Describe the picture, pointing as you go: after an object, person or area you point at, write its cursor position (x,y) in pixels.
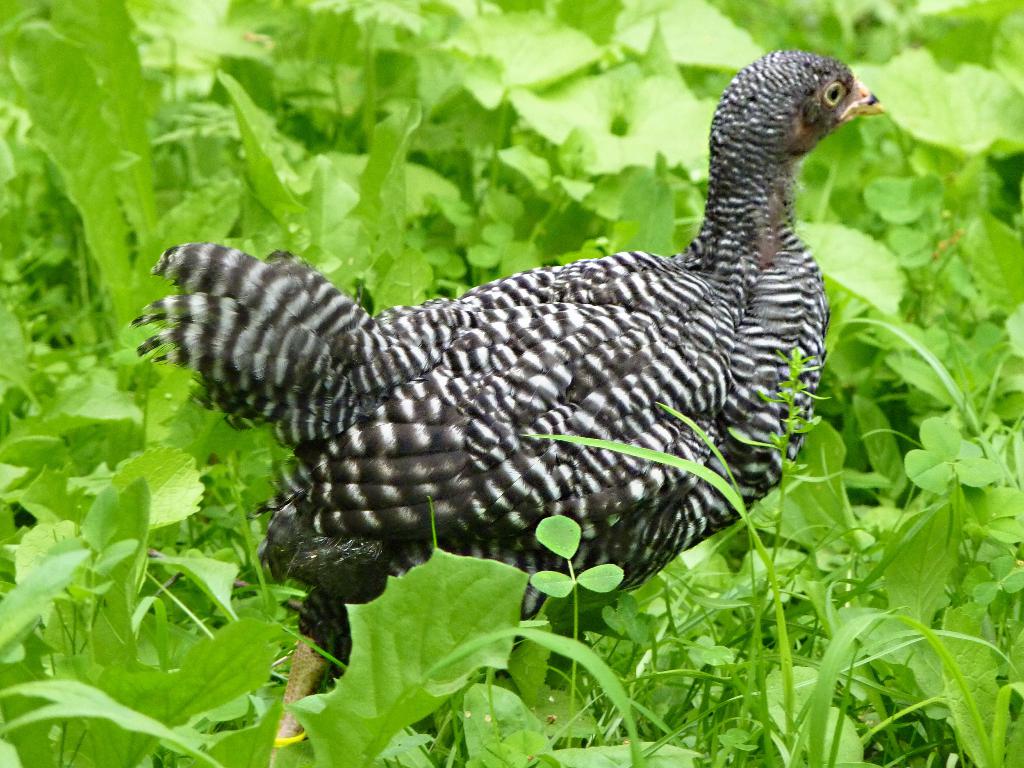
In this image I can see green colour leaves (602,221) and in the centre of it I can see a black colour bird (751,419).
